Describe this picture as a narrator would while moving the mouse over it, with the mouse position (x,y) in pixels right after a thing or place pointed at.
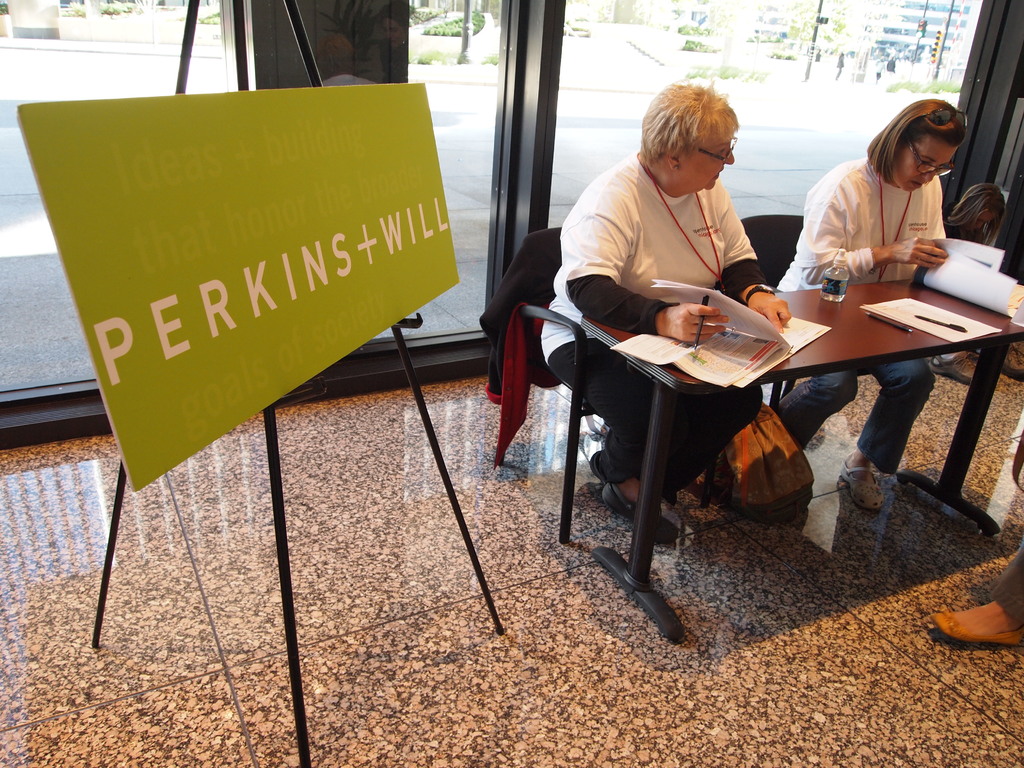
In this image I can see few people (829,246). I can see two people (805,277) are sitting in-front of the table (824,361). On the table (799,365) I can see the papers (709,376), pens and bottle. To the left (201,335) I can see the board (202,273). In the background (571,178) I can see the glass (571,178). Through the glass (570,177) I can see many poles (466,23), trees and the building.
